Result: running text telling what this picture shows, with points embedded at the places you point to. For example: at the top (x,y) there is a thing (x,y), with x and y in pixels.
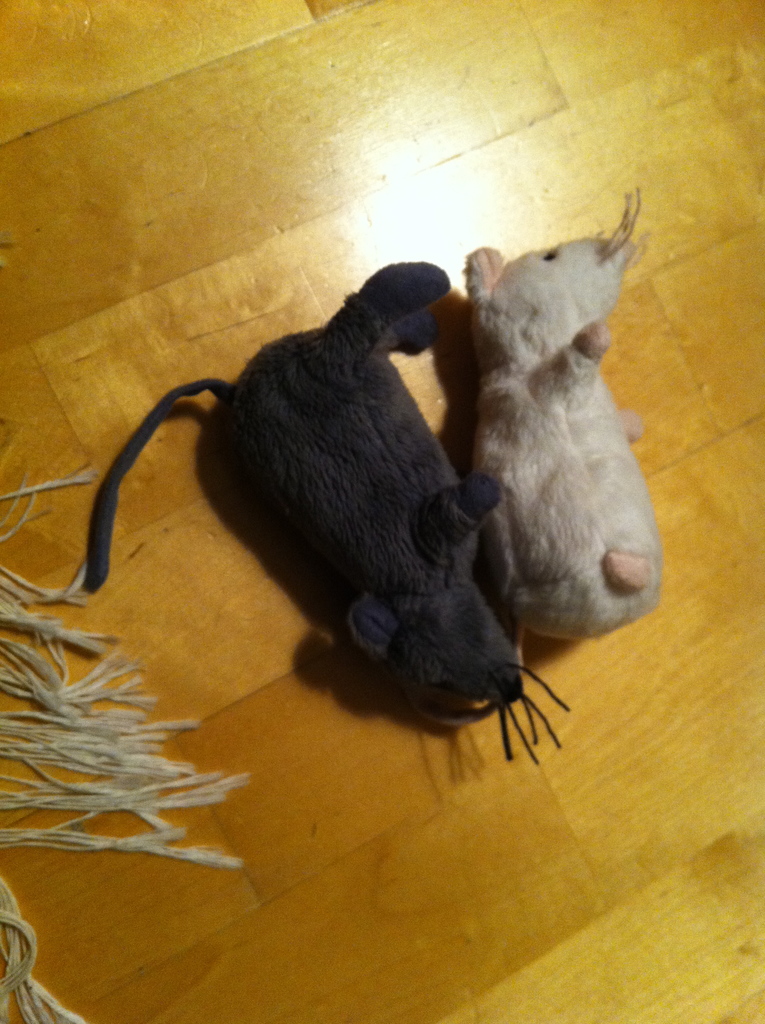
In this picture we can see there are black and white toys (416,450) on the wooden floor (468,115). On the left side of the toys (506,420), it looks like a rag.
